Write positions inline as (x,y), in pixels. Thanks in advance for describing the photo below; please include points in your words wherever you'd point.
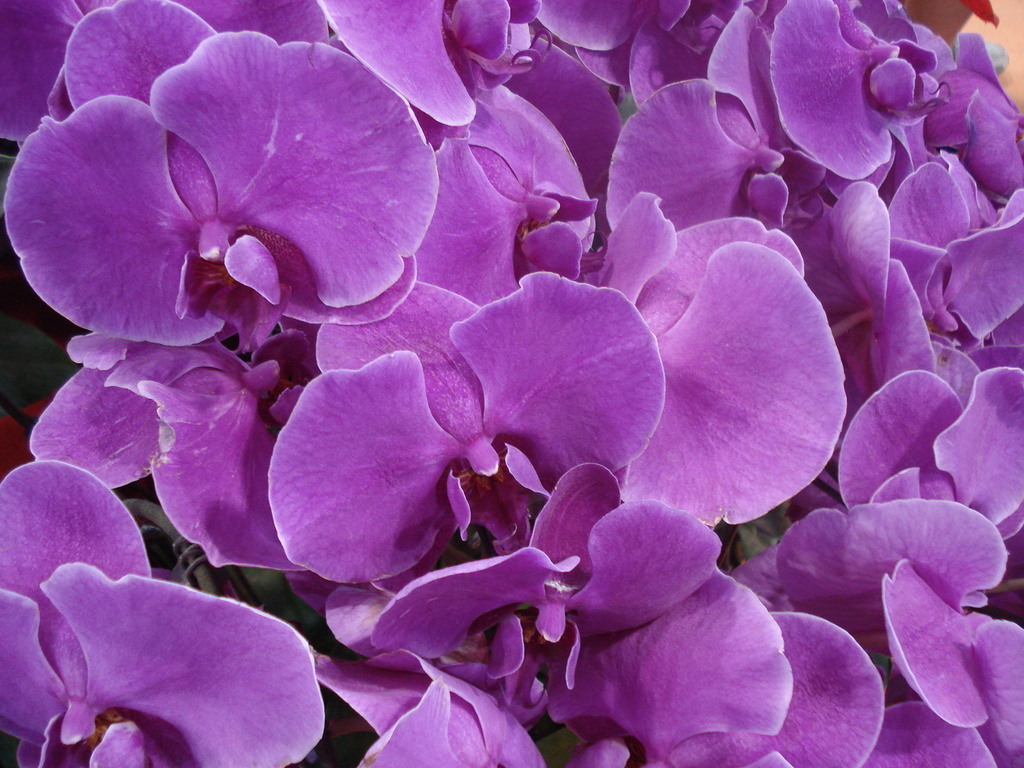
In the image we can see some flowers (178,178).
